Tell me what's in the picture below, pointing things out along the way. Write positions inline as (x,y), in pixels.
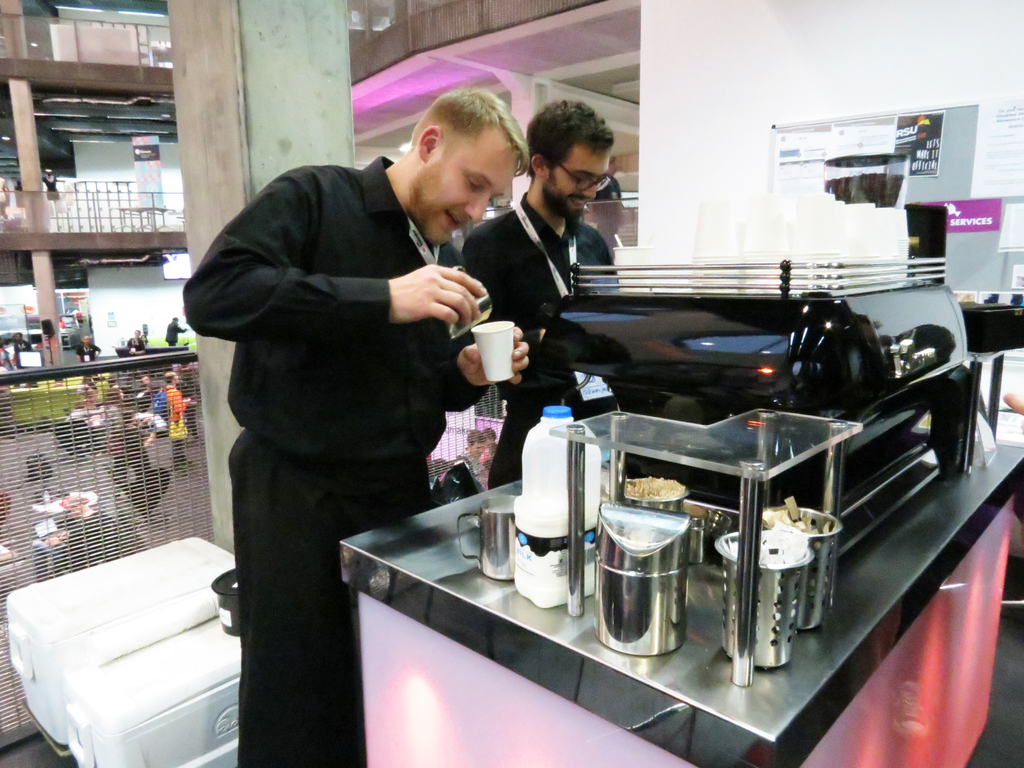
In this picture we can see there are two people (346,293) in the black dress (364,321) and a man (328,409) is holding some objects (477,339). In front of the people (364,282) there is a black machine (714,340) and other things (537,489). Behind the people (404,301) there is a pillar (273,76) and other things (109,131).
